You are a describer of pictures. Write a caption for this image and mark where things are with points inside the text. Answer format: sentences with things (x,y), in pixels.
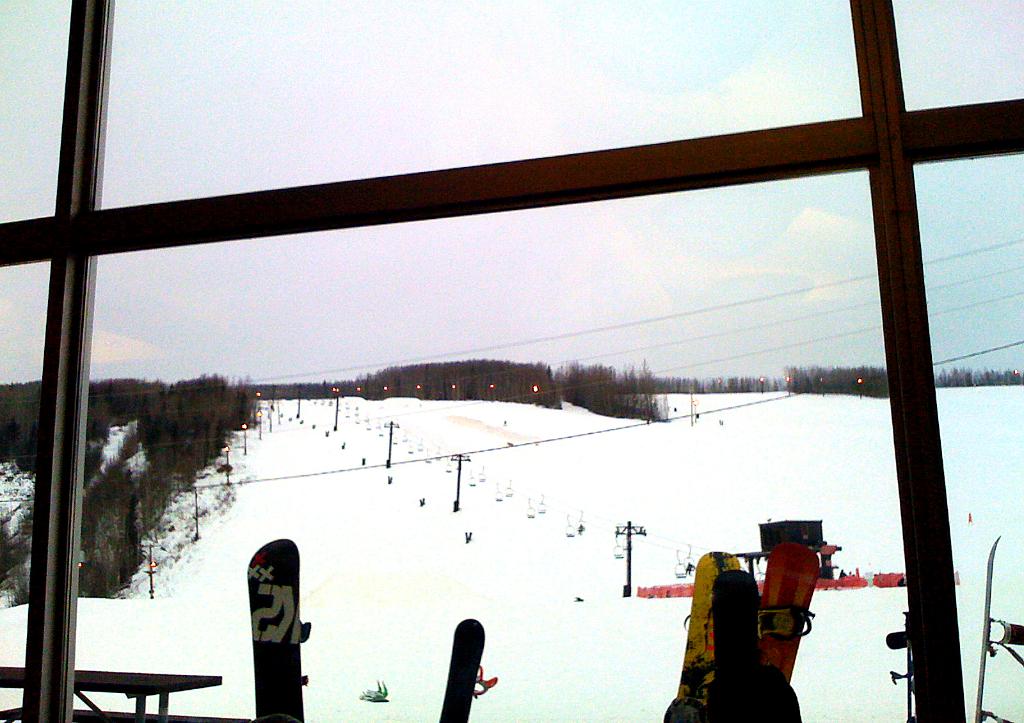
In this picture we can see snowboards (756,621), poles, wires (649,322), lights (338,390), trees (479,388), snow (842,467), some objects (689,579) and in the background (530,74) we can see the sky (445,263).
